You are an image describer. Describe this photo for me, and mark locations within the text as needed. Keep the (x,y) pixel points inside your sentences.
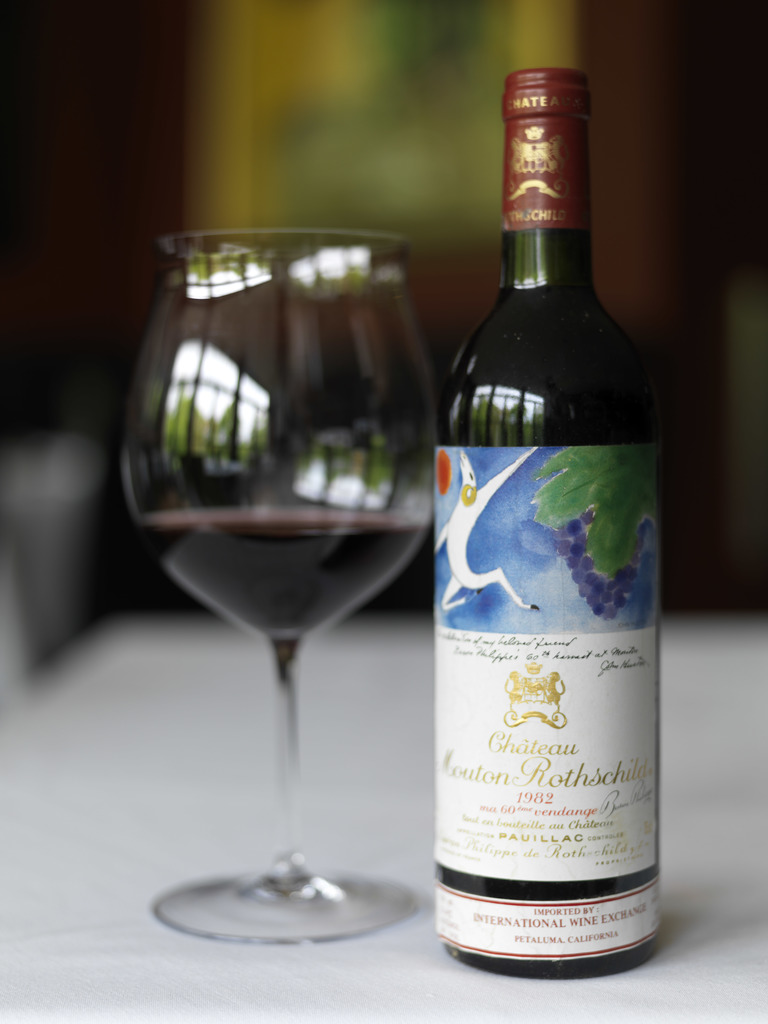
In this picture there is a wine bottle (651,479) with wine glass (412,400) kept beside it on a table (456,985).
